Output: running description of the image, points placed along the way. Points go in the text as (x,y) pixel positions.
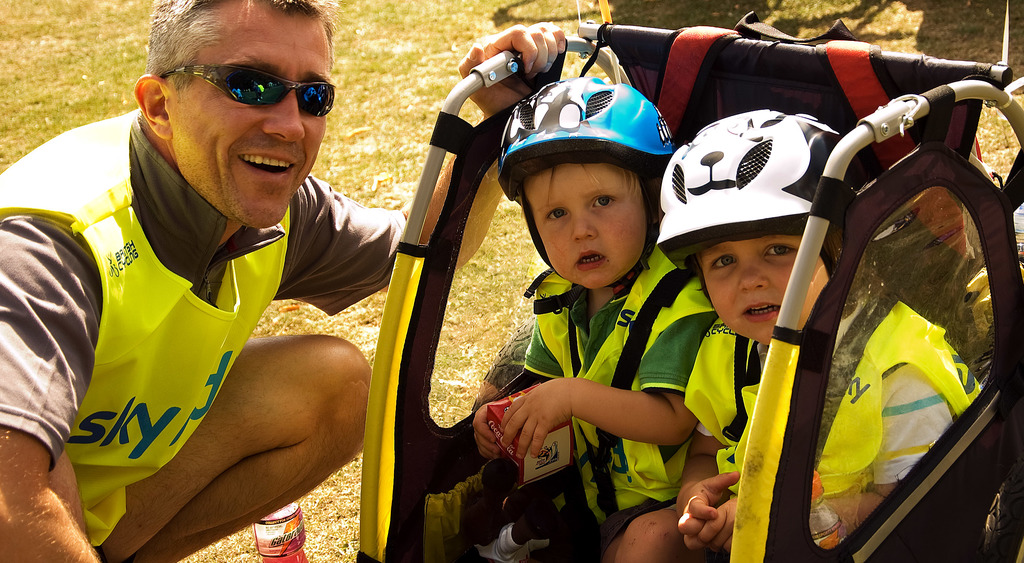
In this image I can see three people (653,280) with dresses (679,371) and two people (545,416) wearing the helmets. I can see two people (601,202) sitting on an object (719,105) and it looks like the stroller (780,80).
